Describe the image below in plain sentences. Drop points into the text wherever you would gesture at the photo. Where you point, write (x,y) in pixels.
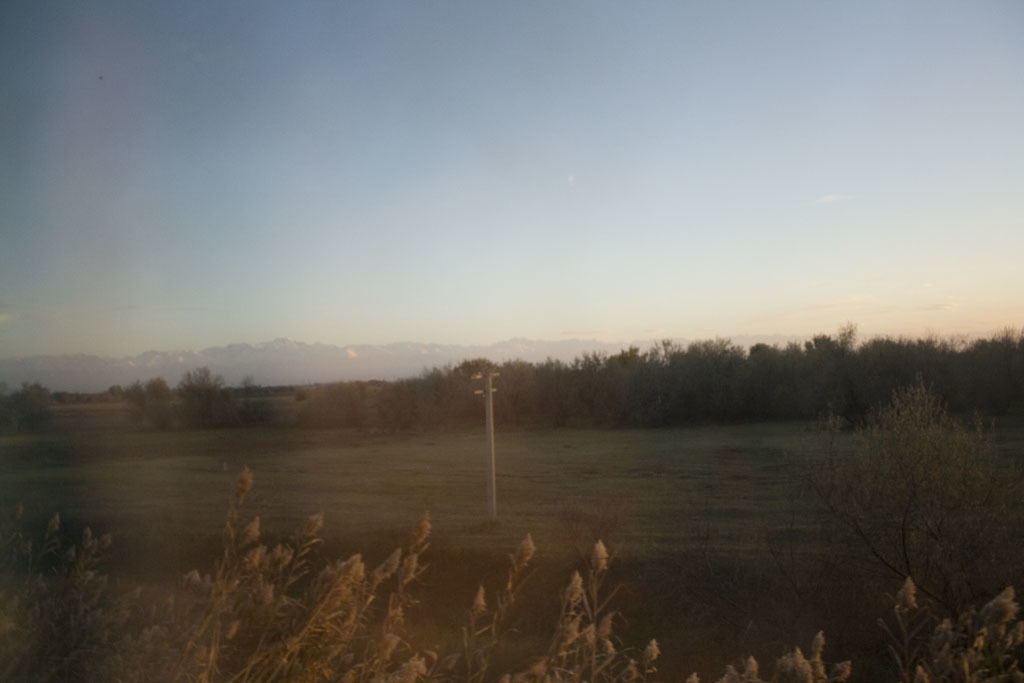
In the center of the image (519,366) we can see a pole (492,460), trees (504,398), hills (354,364) are there. At the top of the image (395,157) sky (425,195) is there. At the bottom of the image (445,540) some plants (342,624), ground (563,522) are there.
